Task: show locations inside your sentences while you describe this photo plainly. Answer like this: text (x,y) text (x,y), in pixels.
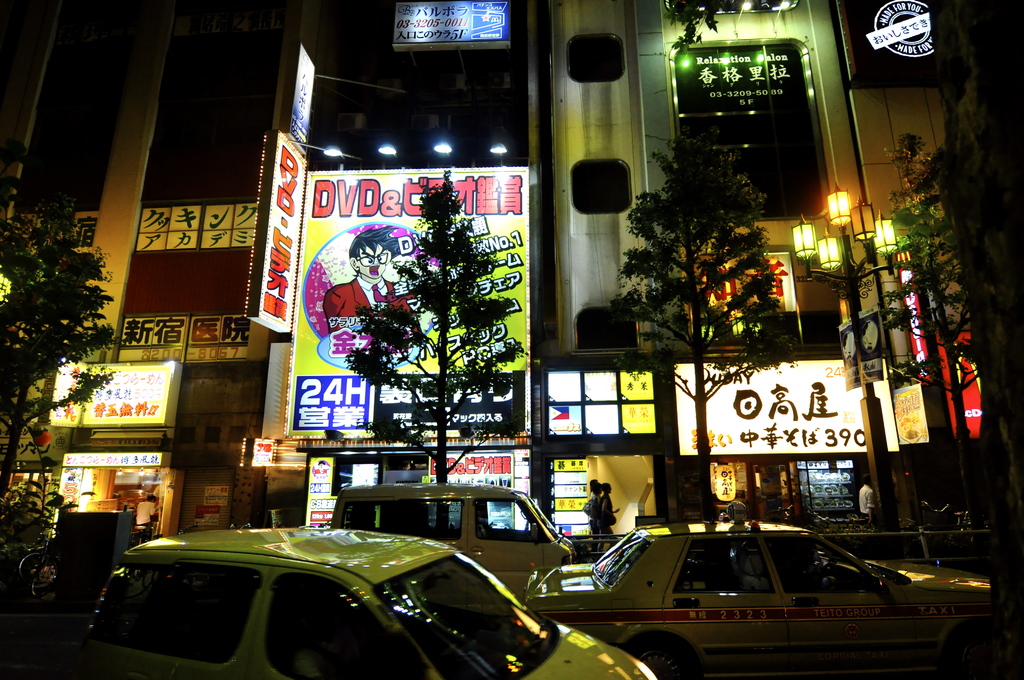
In this picture I can see vehicles (398,530) on the road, there are group of people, trees (475,276), buildings (834,168), lights (861,229) and boards (272,202).
